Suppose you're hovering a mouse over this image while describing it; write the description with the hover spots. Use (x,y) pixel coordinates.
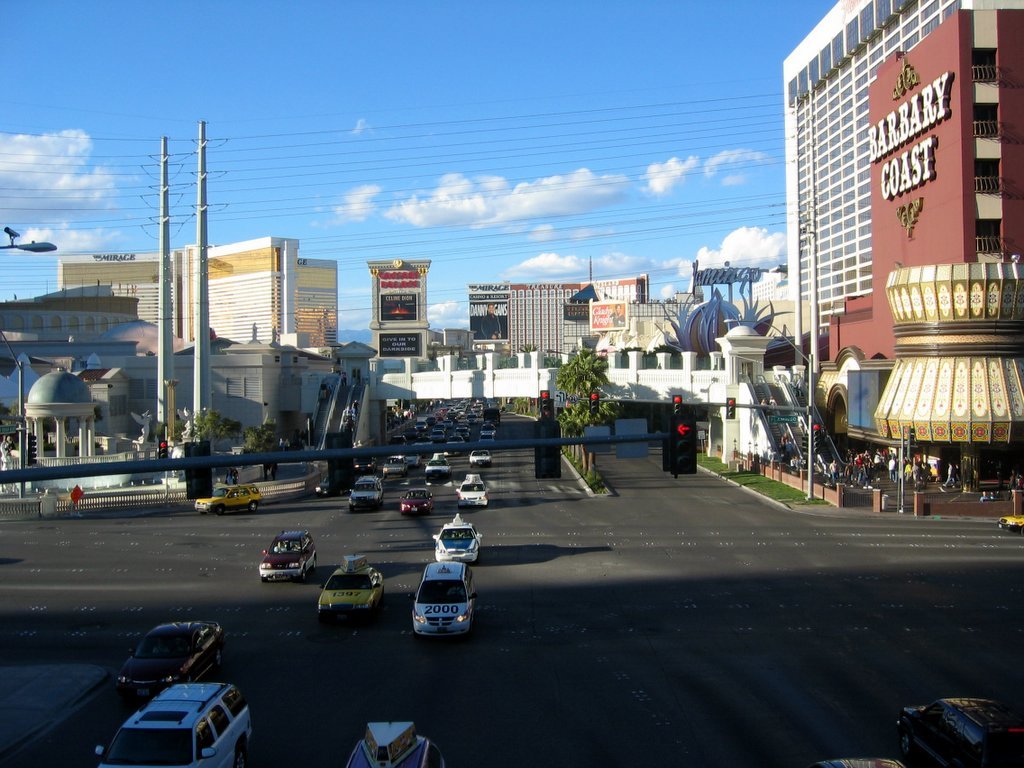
In this picture I can observe a road (373,550). There are some cars (404,506) moving on this road (383,650). In the background (269,414) there are some buildings (230,330) and I can observe some clouds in the sky (396,137).
